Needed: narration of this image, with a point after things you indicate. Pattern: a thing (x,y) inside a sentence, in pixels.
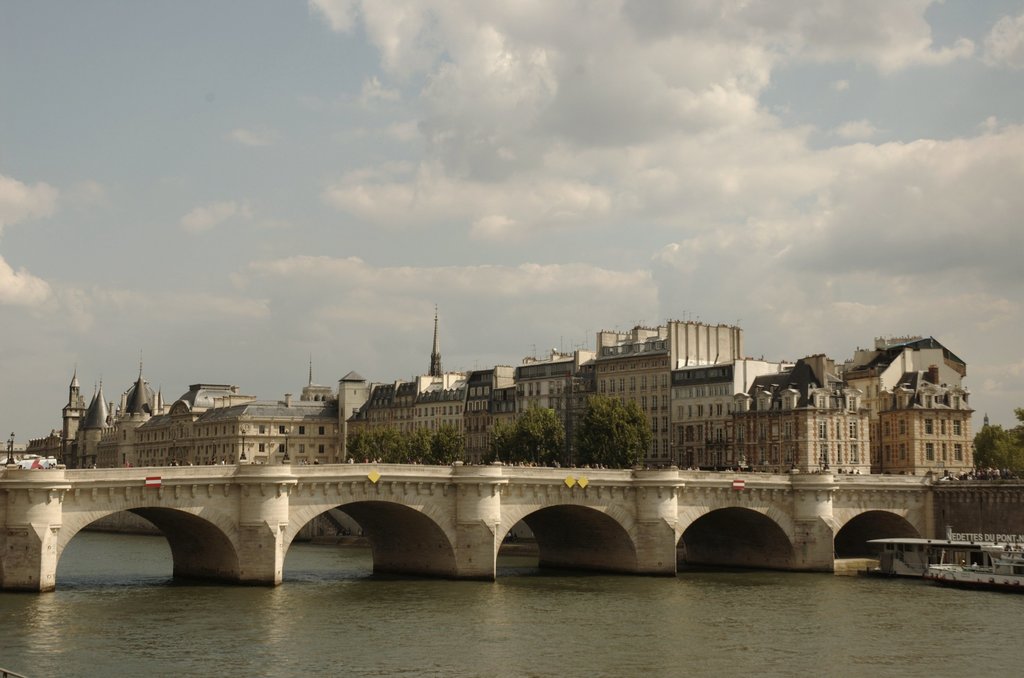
In this picture we can see boat (921,575) above the water (781,608) and we can see boards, bridge (765,517) and poles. In the background of the image (804,431) we can see buildings (542,379), trees (382,455) and sky (570,270) with clouds (473,275).
